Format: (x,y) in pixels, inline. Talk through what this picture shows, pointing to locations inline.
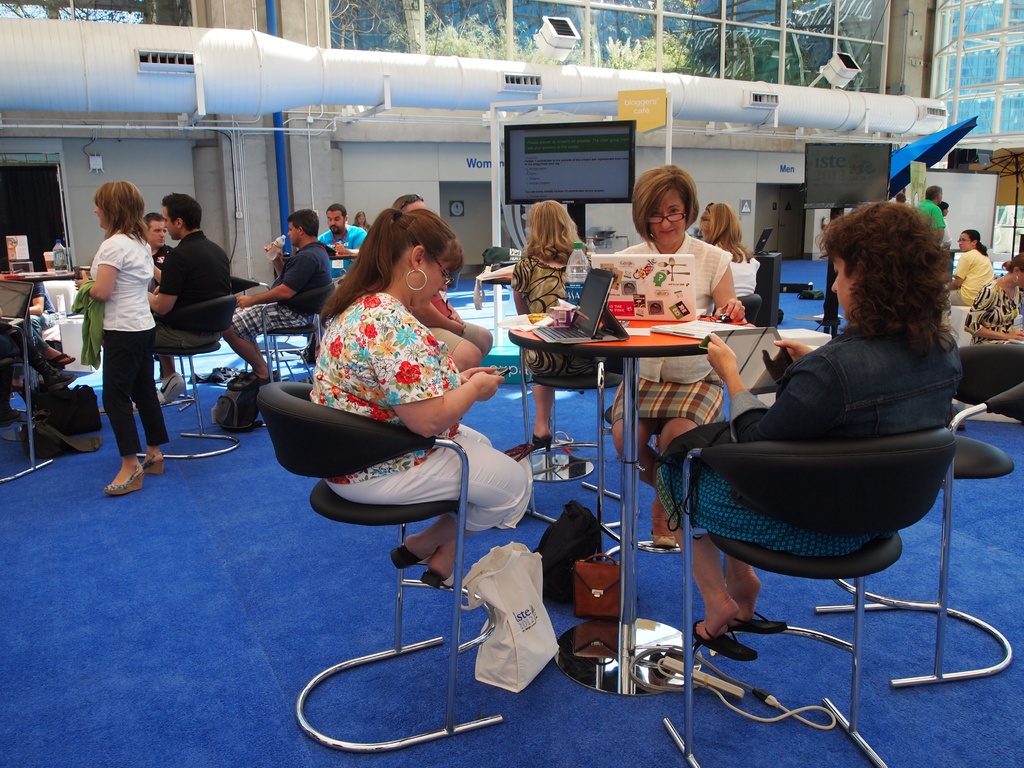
In this Image I see number of people (902,230) in which most of them are sitting on chairs (1017,389) and rest of them are standing, I can also see there are tables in front of them on which there are few things (645,290). In the background (385,143) I see few screens (622,197) and the wall (93,228).
